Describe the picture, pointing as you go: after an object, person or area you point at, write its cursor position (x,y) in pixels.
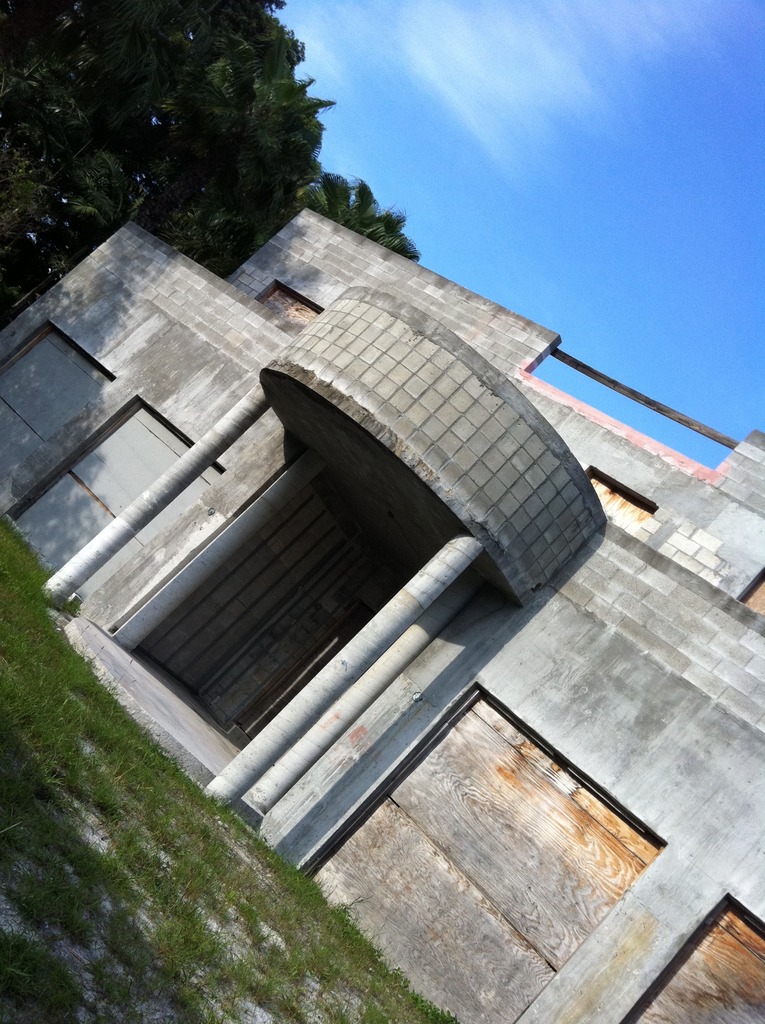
In this picture I can see a building (351,606), grass (169,899) and trees (156,198). In the background (507,161) I can see the sky (581,210).
